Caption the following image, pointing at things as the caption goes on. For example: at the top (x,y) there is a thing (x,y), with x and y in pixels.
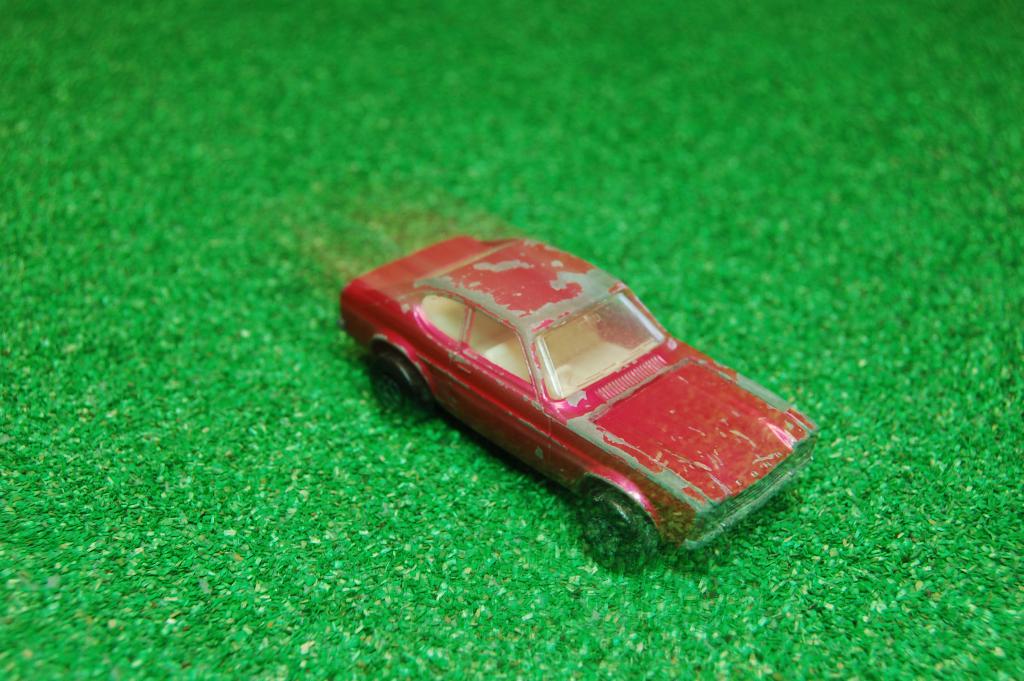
In this picture there is a toy car (563,307) and at the bottom (317,628) there is an artificial grass (803,551).
